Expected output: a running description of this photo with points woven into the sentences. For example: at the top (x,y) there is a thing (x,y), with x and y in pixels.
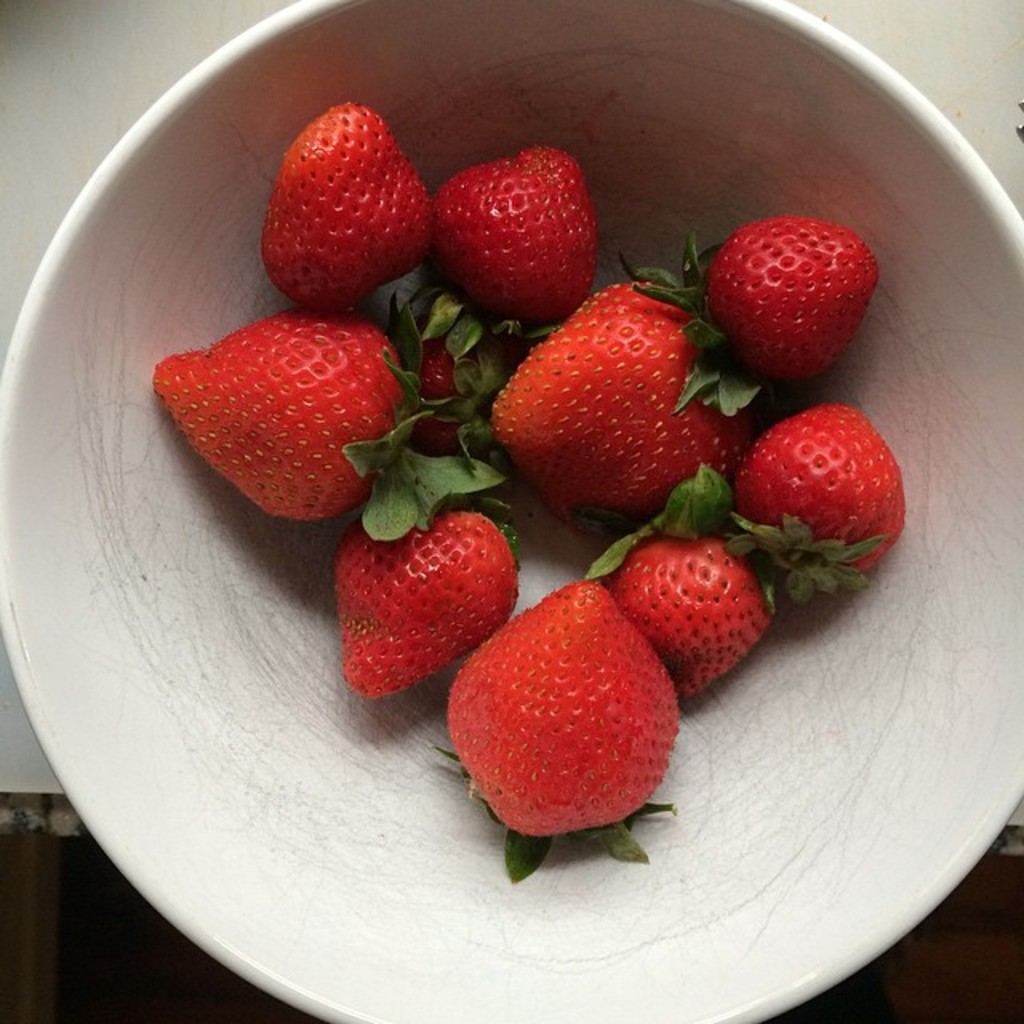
In this picture, there is a bowl (145,469) placed on the table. In the bowl (688,844), there are strawberries (665,548).
